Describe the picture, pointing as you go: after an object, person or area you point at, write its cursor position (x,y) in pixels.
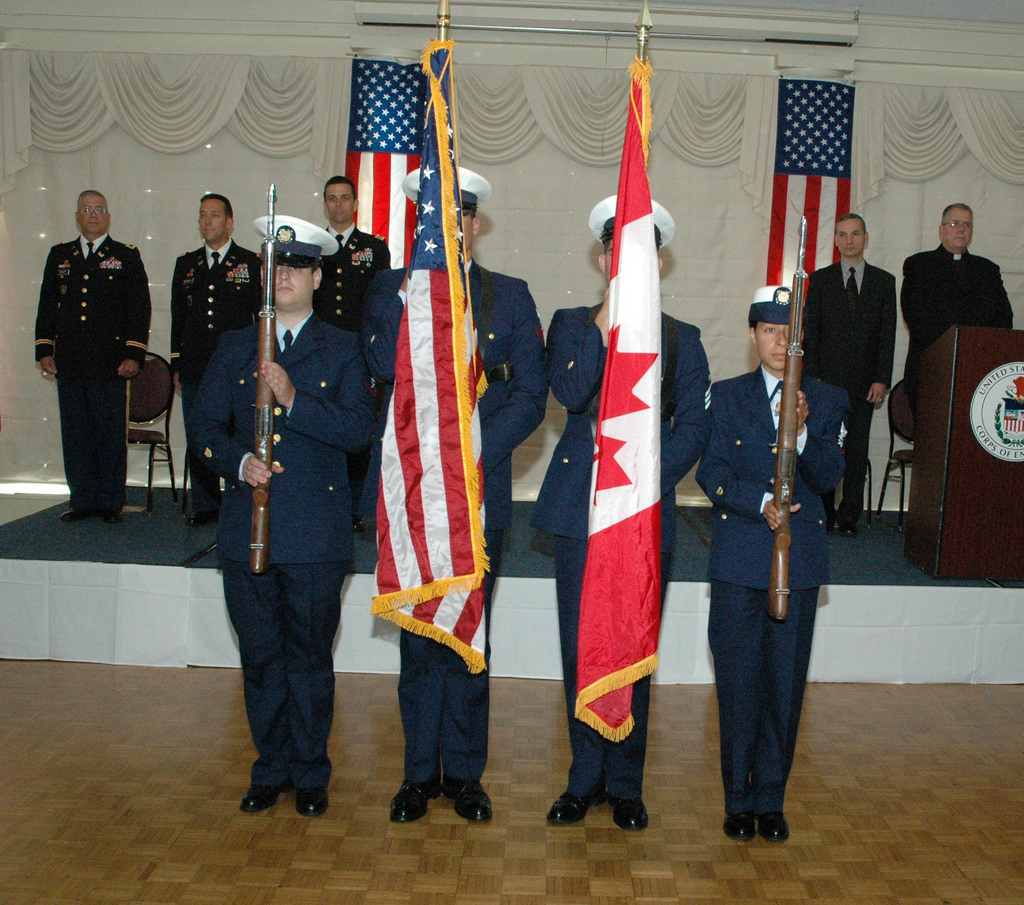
In this image we can see four persons (374,434) wearing caps (314,248) and also the suits (307,489) and standing on the floor (354,813) and out of these four persons (729,439) we can see two persons (317,400) holding the guns (801,335) and two persons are holding the flags (613,493). In the background (196,543) we can see the stage (919,575) and on the stage (937,581) we can see the chairs (899,430), podium (923,432) and also the men (176,272) wearing the suits (867,305) and standing. We can also see the curtains (673,96), flags (811,121) in this image.
